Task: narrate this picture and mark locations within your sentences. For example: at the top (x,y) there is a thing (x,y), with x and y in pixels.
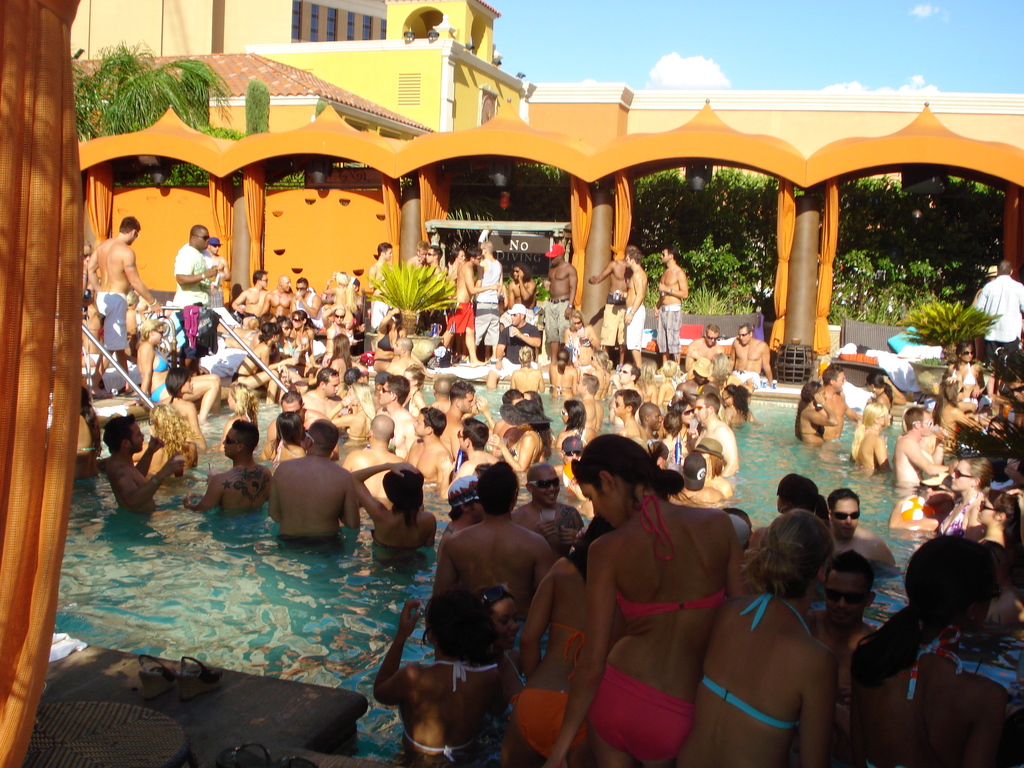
There are many people (376,412) in the swimming pool (851,464) with a swimsuits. There is water (235,608). We can observe a curtain (40,406) here in the left side (32,380). In the background (412,213) there are some pillars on a wall (312,227). There is a tree (181,101) and a building (335,88). We can observe a sky (727,73) and clouds (713,70) here. There are plants (768,239) here.
